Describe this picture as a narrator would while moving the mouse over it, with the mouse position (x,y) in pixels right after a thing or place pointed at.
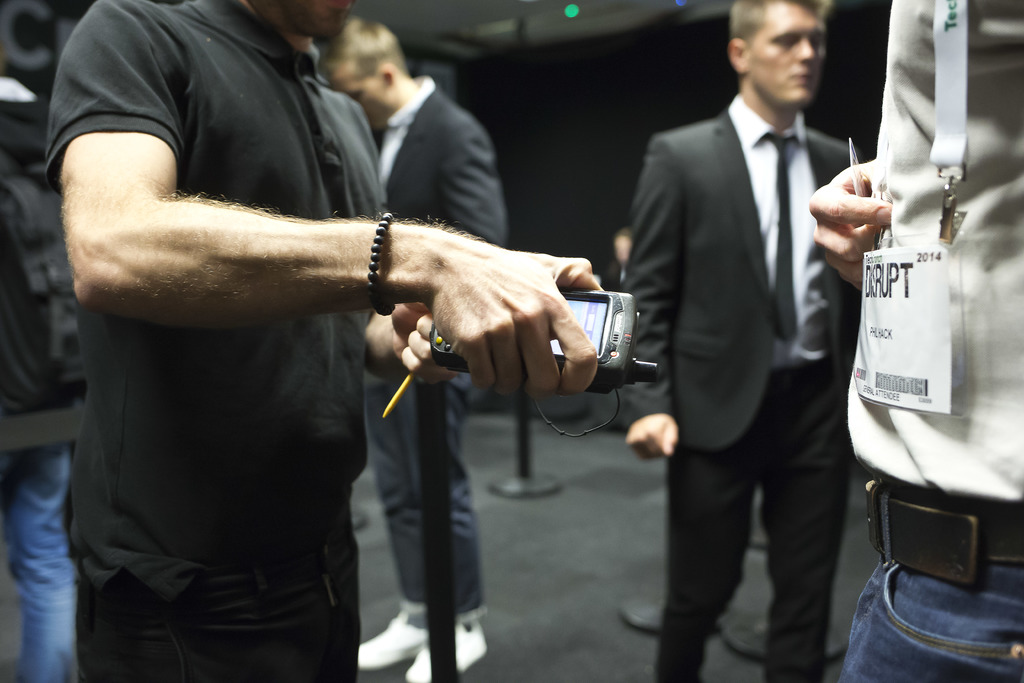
In this image a person (238,257) is wearing a shirt (203,438), a person (745,341) is wearing a suit (738,395), a person (576,343) is holding an object (600,322), a person (914,240) is wearing a id card (916,297), there is a black background (556,162) behind the person (584,333).
